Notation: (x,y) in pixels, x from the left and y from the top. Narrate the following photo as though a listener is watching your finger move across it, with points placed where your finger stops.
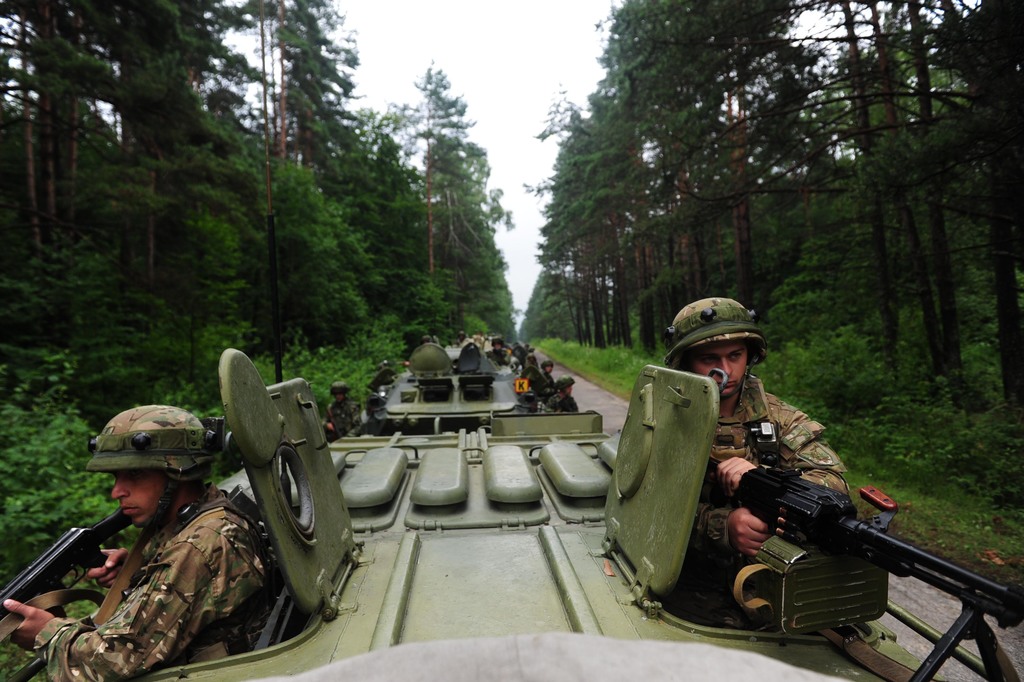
This picture is taken from the outside of the city. In this image, in the middle (507,436), we can see a vehicle (548,432), in the vehicle (280,454), we can see a group of people (715,558) holding weapons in their hand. On the right side (973,310), we can see some trees (955,299) and plants (591,344). On the left side (129,251), we can see some trees (443,288) and plants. At the top (502,62), we can see a sky (518,145), at the bottom (947,538), we can see a grass (607,361) and a road (601,407).
